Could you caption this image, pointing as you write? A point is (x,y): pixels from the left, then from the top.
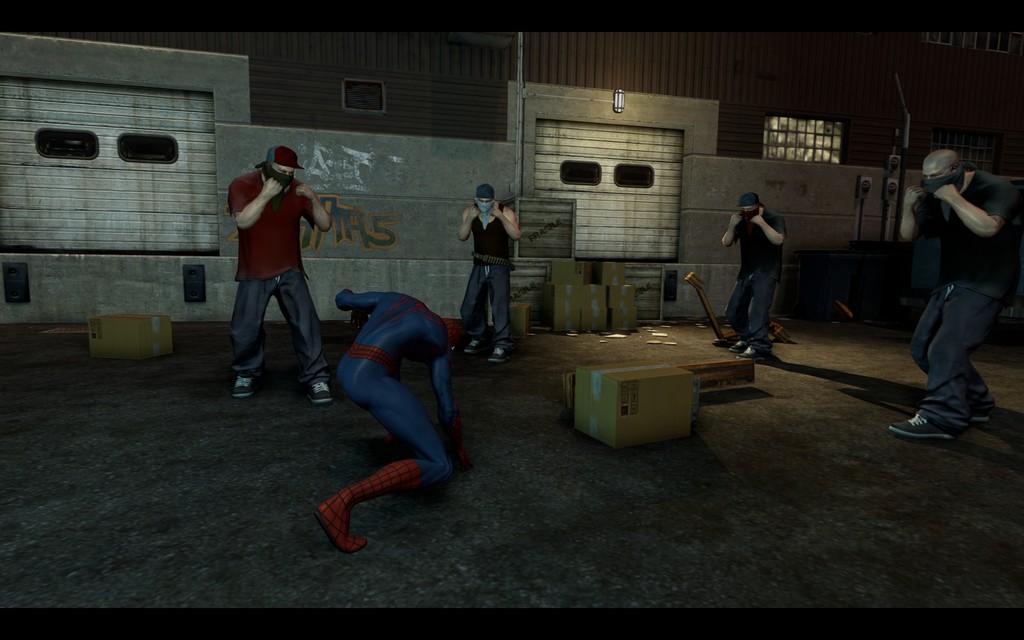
This is an animated image. There are a few people (940,222). Among them, we can see a person (390,419) wearing some costume (453,395). We can see the ground (885,471) with some objects (597,323) like cardboard boxes (119,321). We can also see the wall (332,100) with some objects (206,268) attached to it. We can see some poles (863,211).
